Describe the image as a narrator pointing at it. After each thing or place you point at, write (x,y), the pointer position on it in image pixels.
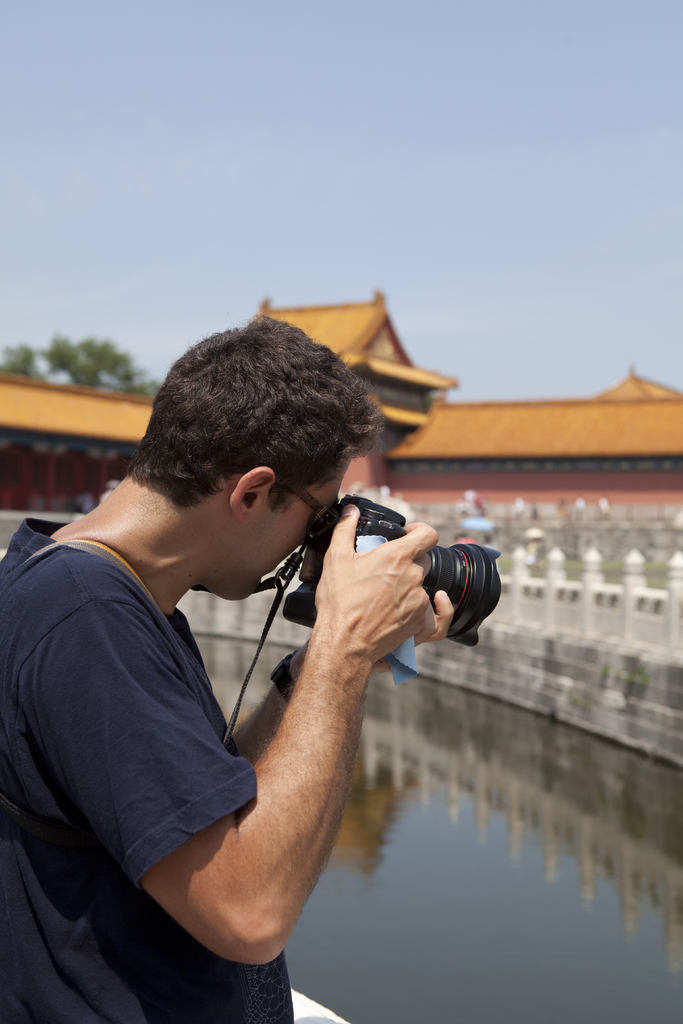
A person (208,699) is taking picture. In the background (112,365) there is a building (410,468), water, tree (101,353) and sky (315,128).
